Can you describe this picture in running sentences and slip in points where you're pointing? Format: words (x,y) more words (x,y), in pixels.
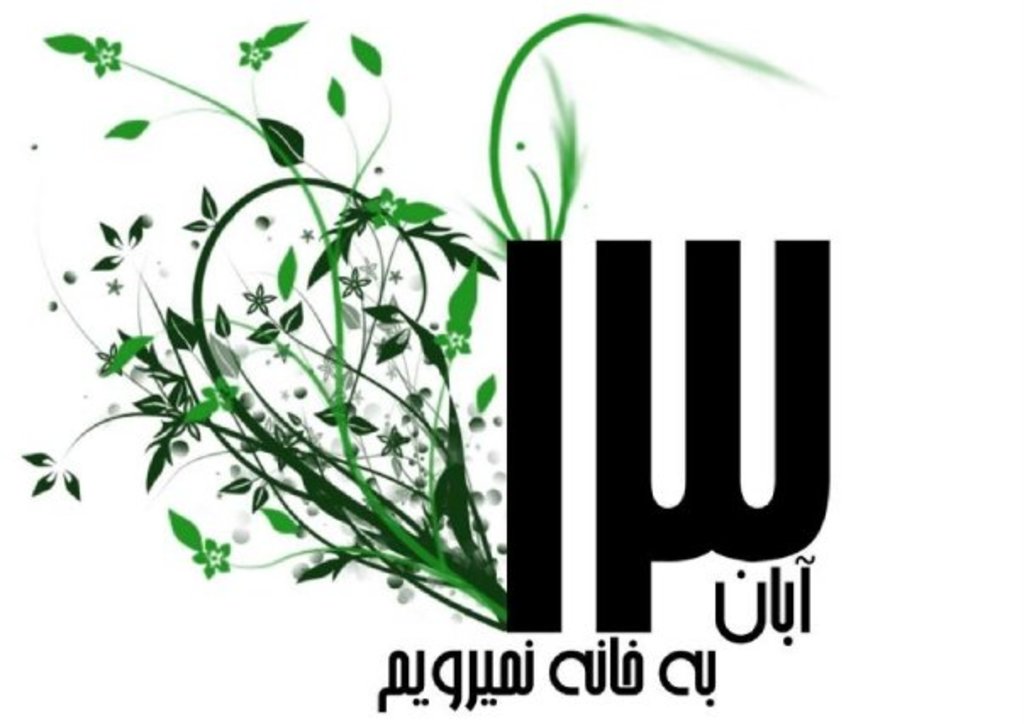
In this image there is a digital painting. Left side (329,567) there are few stems (359,466) having leaves (175,519). Right side (720,355) there is some text (558,454). Background (161,636) is in white color.
